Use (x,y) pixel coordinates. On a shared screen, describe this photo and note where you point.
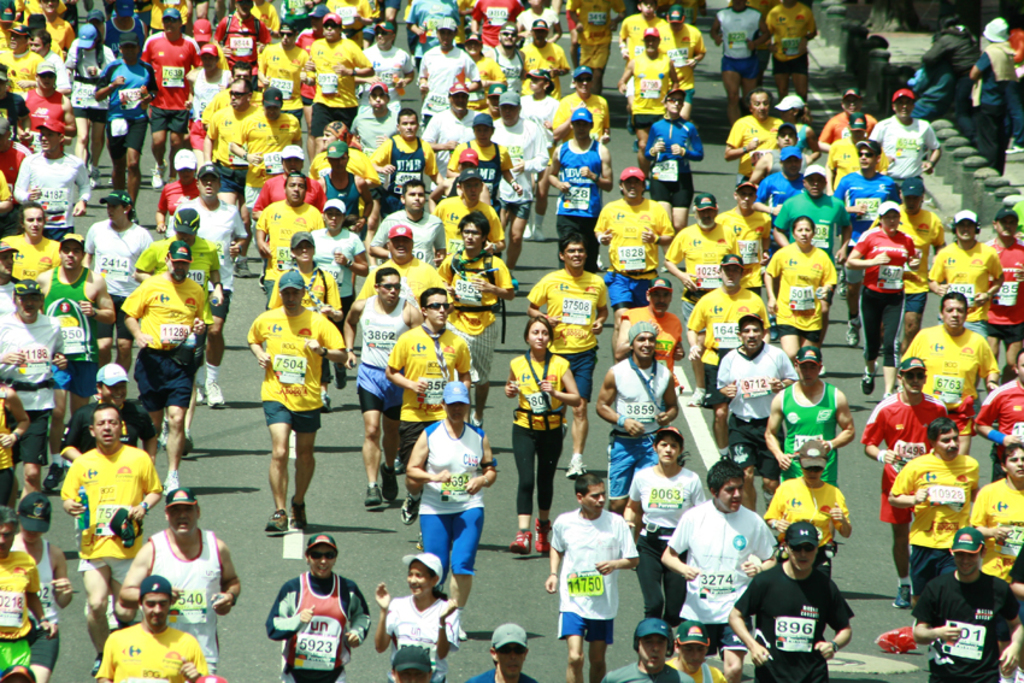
In this image there are many people (383,298) running on the road (543,617).
